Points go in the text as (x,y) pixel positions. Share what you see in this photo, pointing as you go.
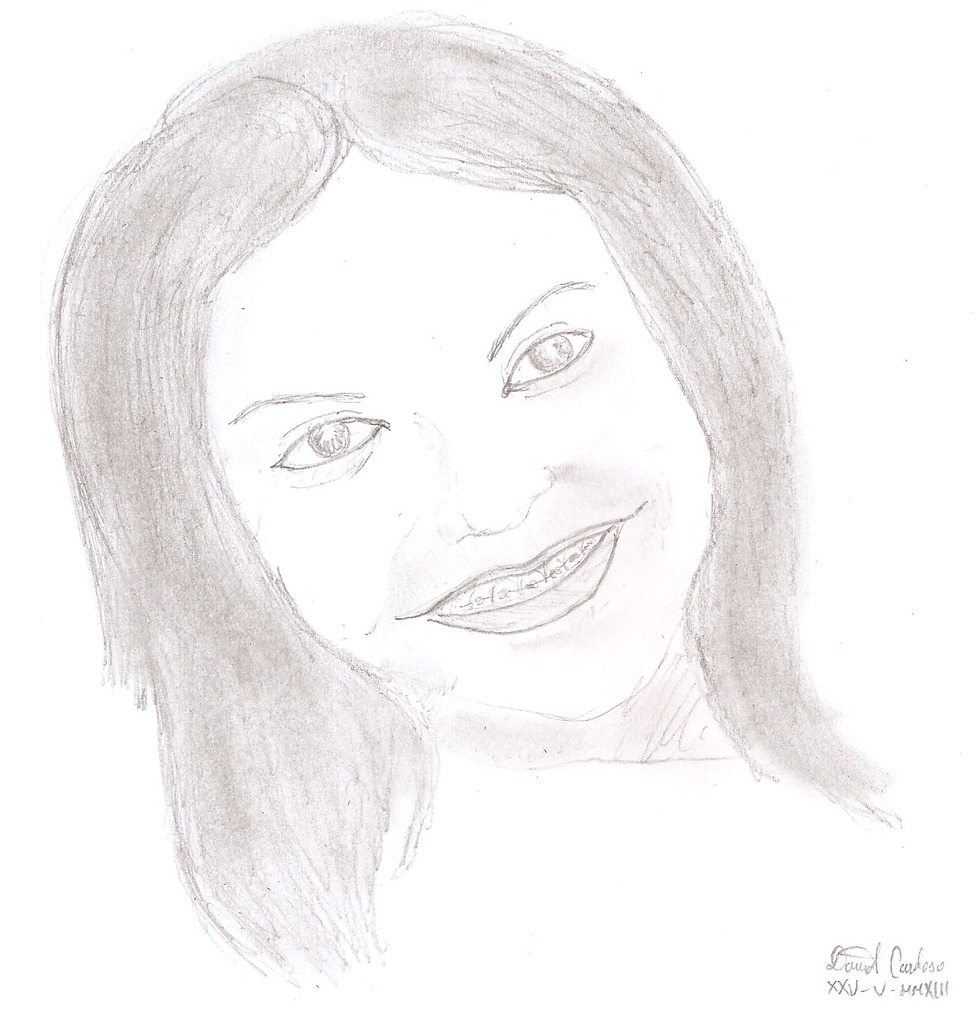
In this image we can see a sketch (296,698) of a lady (687,617). At the bottom (871,966) there is text (875,990).
